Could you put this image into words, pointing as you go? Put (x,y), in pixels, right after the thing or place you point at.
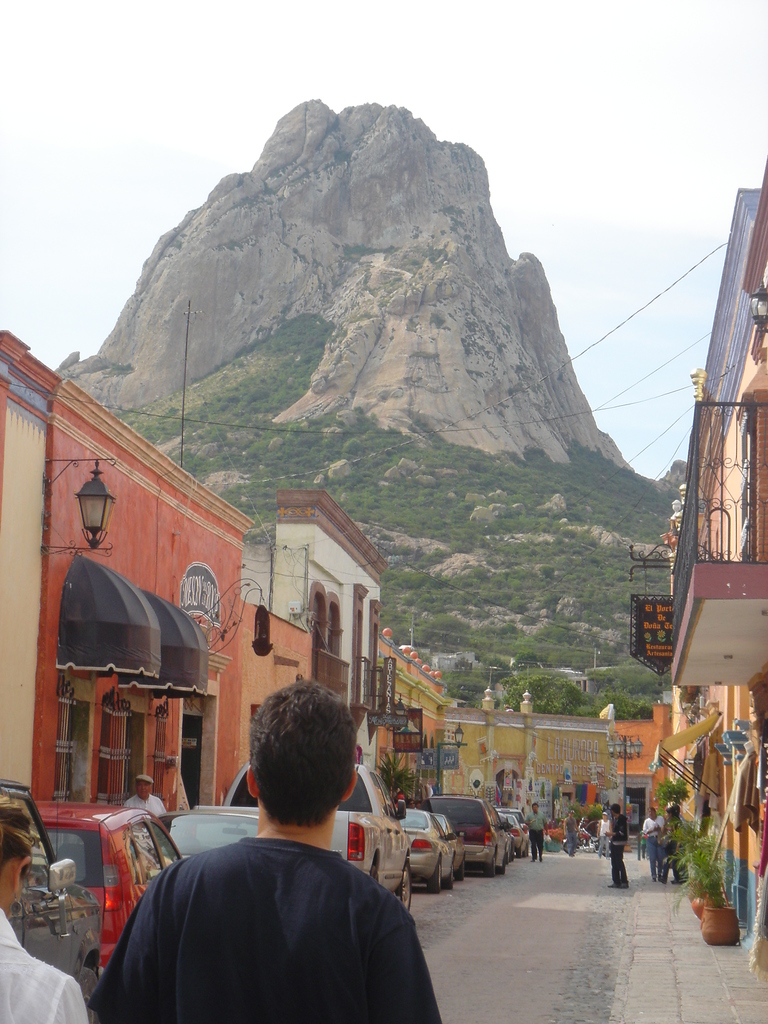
In this image in the front (203,908) there is man (219,942) walking. In the center (305,675) there are vehicles (411,842) on the road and there are buildings (437,709). On the right side (705,857) there are plants (691,847). In the background (428,386) there are trees (491,581) and there is a mountain (313,194) and the sky (649,355) is cloudy.
